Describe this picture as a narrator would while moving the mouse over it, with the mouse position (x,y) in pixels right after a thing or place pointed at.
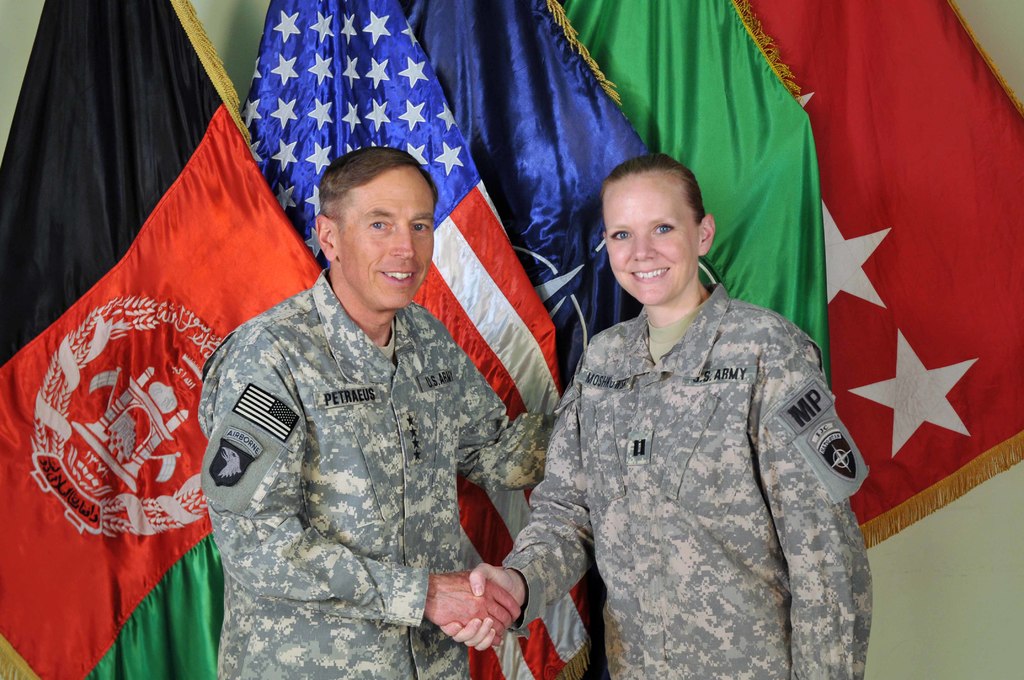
In the center of the image (431,382) we can see two persons (435,523) are standing and they are smiling, which we can see on their faces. And they are in same uniforms (563,445). In the background (982,306) there is a wall (995,51) and different color flags (484,223).
